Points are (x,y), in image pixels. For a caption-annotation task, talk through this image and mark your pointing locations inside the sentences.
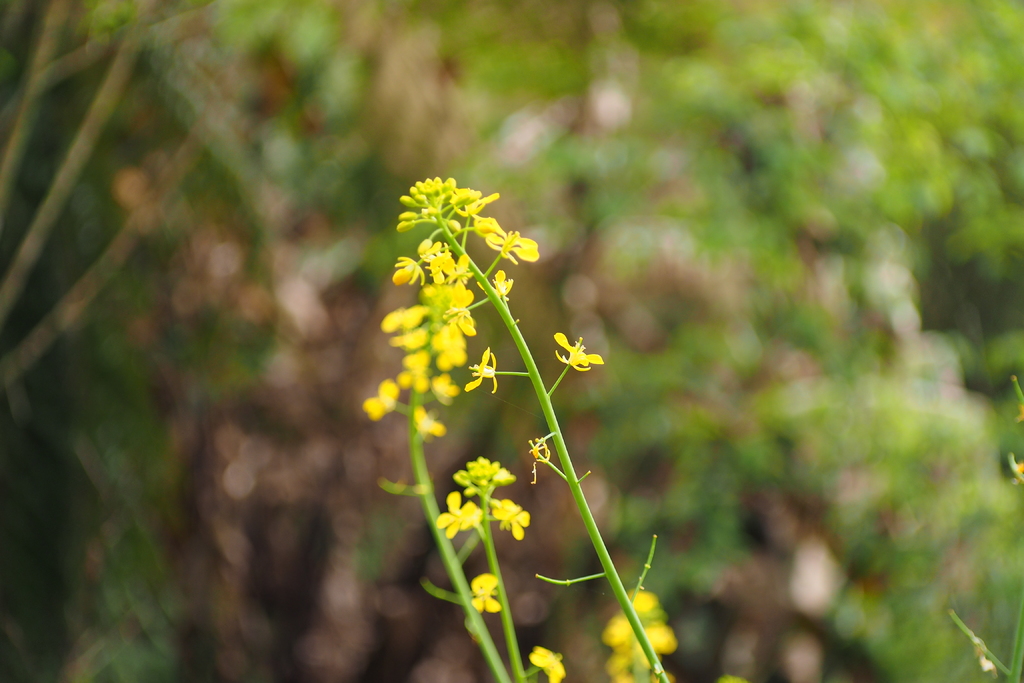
In this image in the front (498,475) there are flowers (538,456) and the background (14,524) is blurry.
